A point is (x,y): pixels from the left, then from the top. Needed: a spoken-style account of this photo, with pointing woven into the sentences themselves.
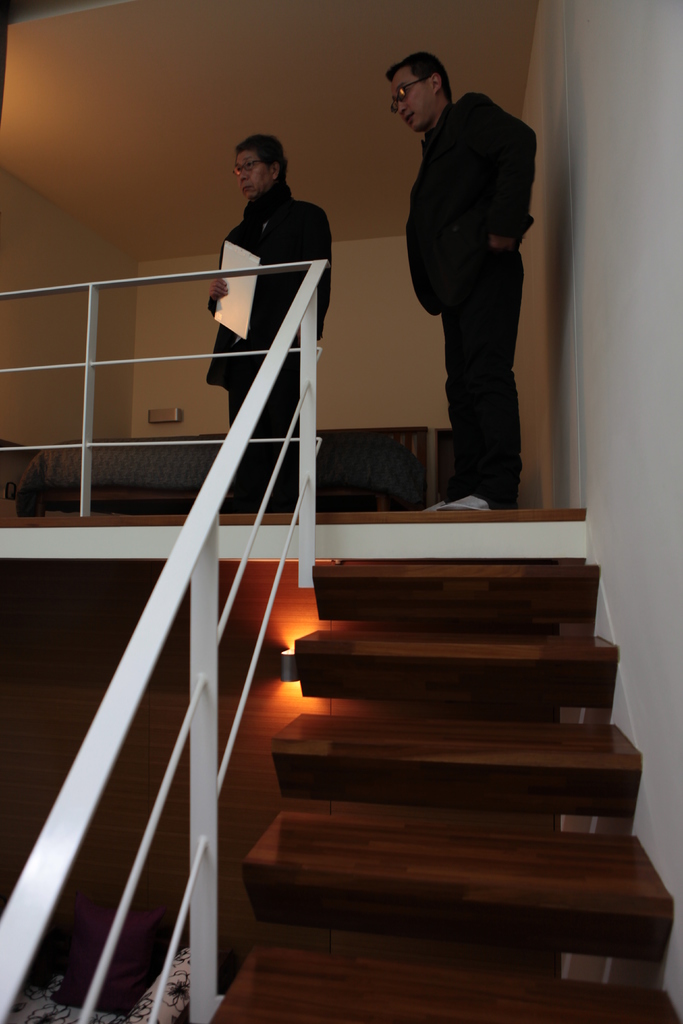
This picture is clicked inside the house (114,52). In the foreground (370,954) we can see the staircase (489,675) and the handrail (122,742). At the top (515,145) there is a person (445,199) standing on the floor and we can see another person (251,220), holding an object (237,295) and standing on the floor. In the background (360,351) we can see the wall (370,257), roof (92,151), an object (144,477) seems to be the bed (193,446) and we can see the wall mounted lamp (289,655).
